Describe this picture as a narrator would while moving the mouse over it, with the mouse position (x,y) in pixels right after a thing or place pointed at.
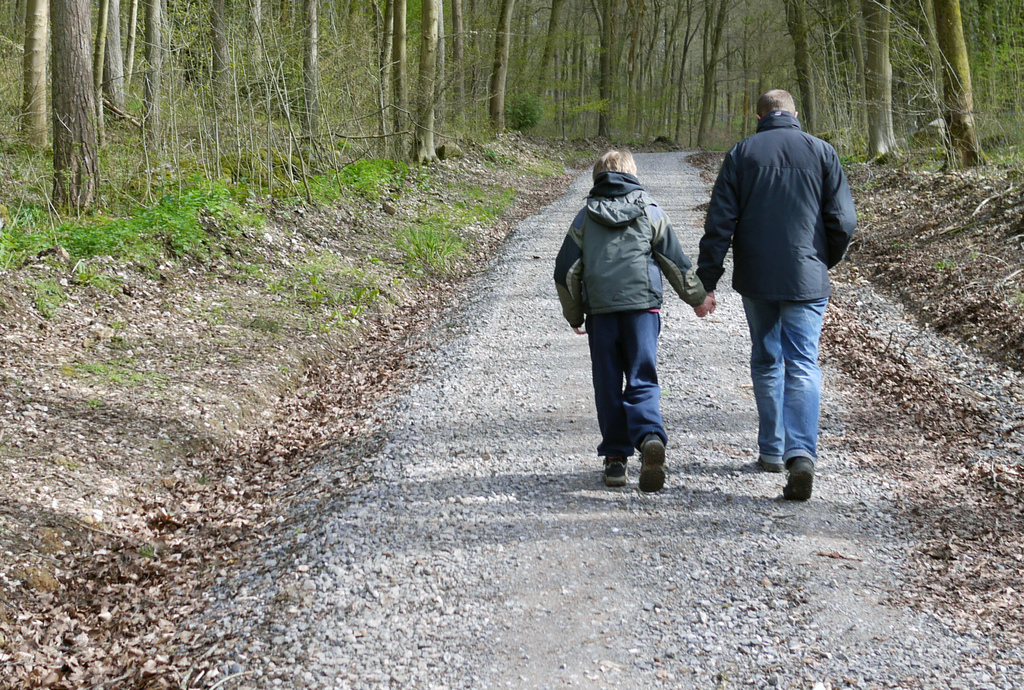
In the foreground of the image (365,590) we can see a way (437,630) which is rough to walk and some dried leaves (11,629) are there. In the middle of the image (644,389) we can see a man (782,266) holding a child's hand (701,300) and walking on the rough road (832,473). Grass (996,140) and some dried leaves (993,247) are there. On the top of the image (586,77) we can see tall trees (516,81).
